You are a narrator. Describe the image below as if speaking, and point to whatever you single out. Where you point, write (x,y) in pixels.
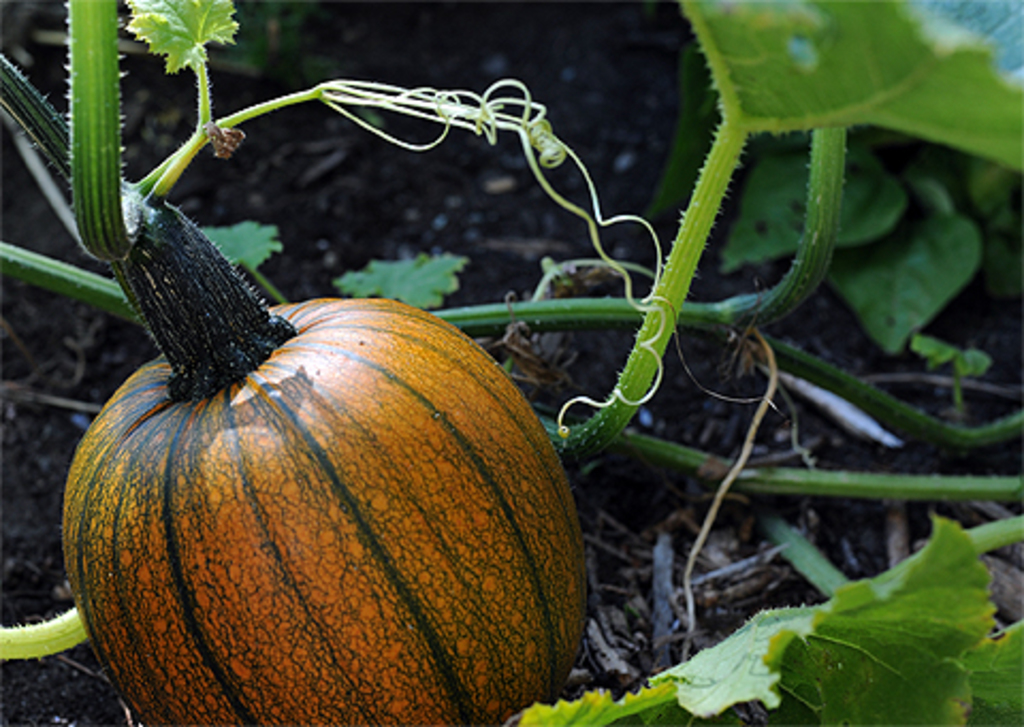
In this image there is a pumpkin plant (276,372) on the soil (484,340).
